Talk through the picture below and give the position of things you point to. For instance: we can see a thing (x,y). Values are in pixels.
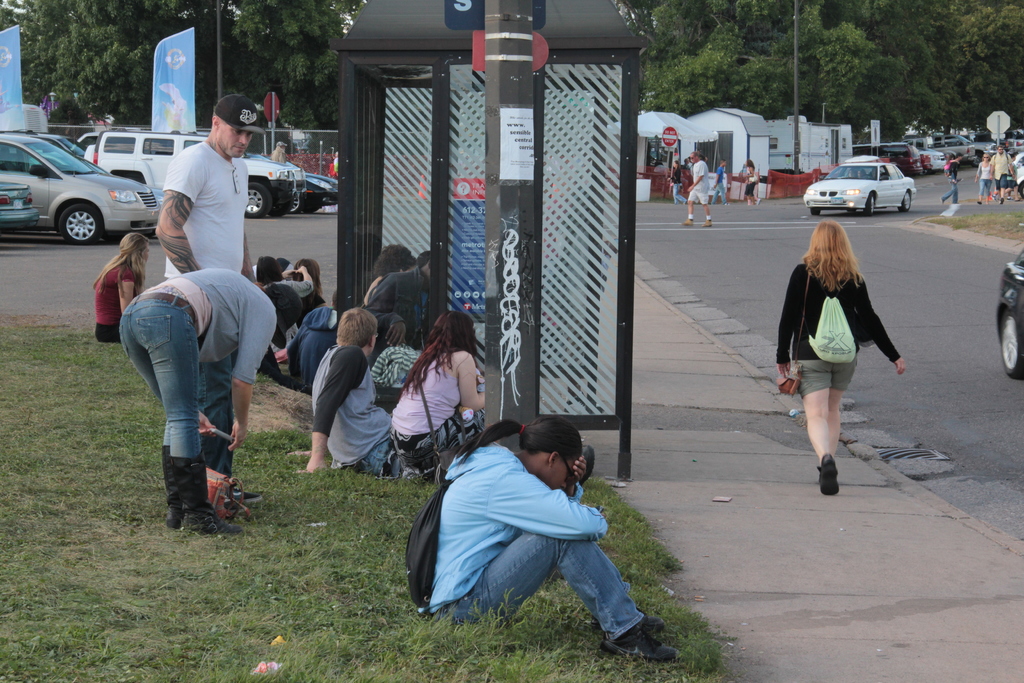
At the center of the image (475,324) there is a metal structure (464,238), in front of that there is a pole (511,69) and there are a few people (181,288) sitting and standing on the surface of the grass (234,608), beside them there are few vehicles (95,183) parked and few are moving on the road (773,215), there are a few people (747,184) standing and walking on the road (683,265), there are few stalls (686,152), poles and banners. In the background (678,75) there are trees (748,80).
